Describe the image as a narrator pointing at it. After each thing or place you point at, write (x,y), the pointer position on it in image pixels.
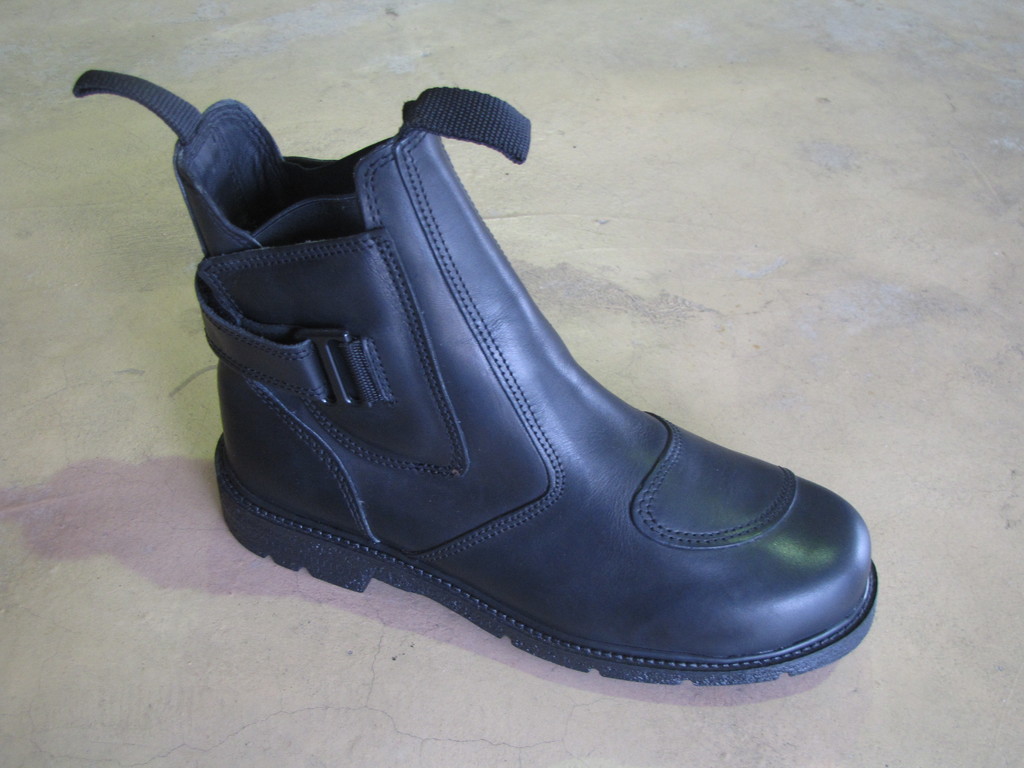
In this picture, there is a shoe (434,472) on the floor (338,717). It is in black in color.
